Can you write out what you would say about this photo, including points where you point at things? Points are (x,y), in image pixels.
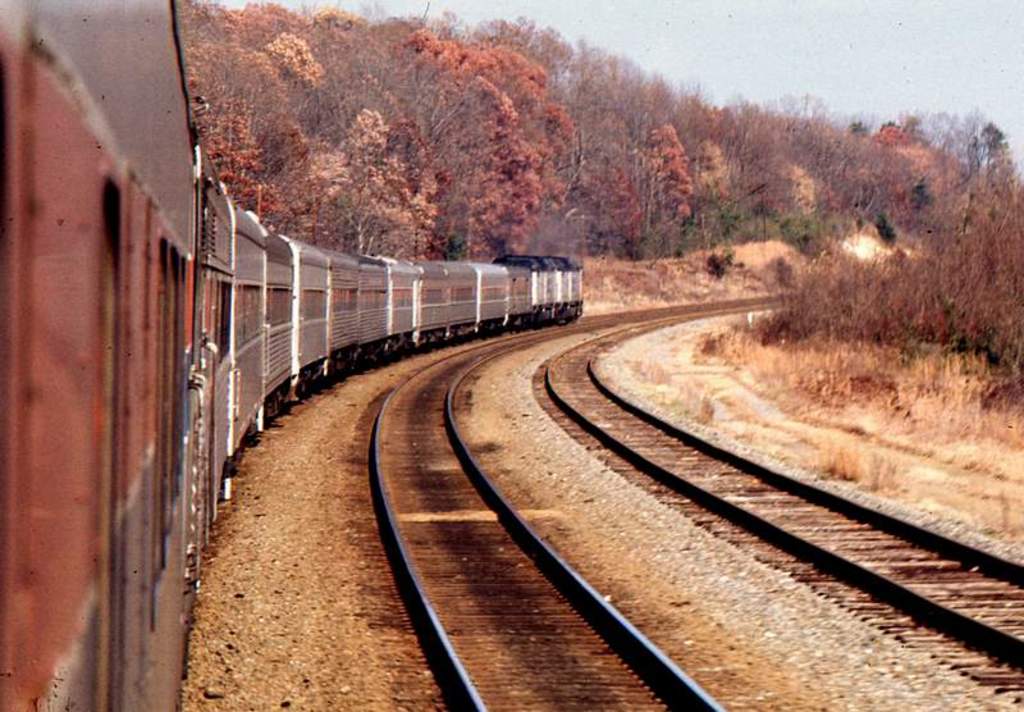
In this image there is a train (138,371) on the railway track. On the right side (696,455) there are two other tracks (634,464). In the background (584,140) there are trees (470,118) on either side of the train (269,271). At the bottom (331,532) there is sand (306,569) on which there are stones (285,498).
